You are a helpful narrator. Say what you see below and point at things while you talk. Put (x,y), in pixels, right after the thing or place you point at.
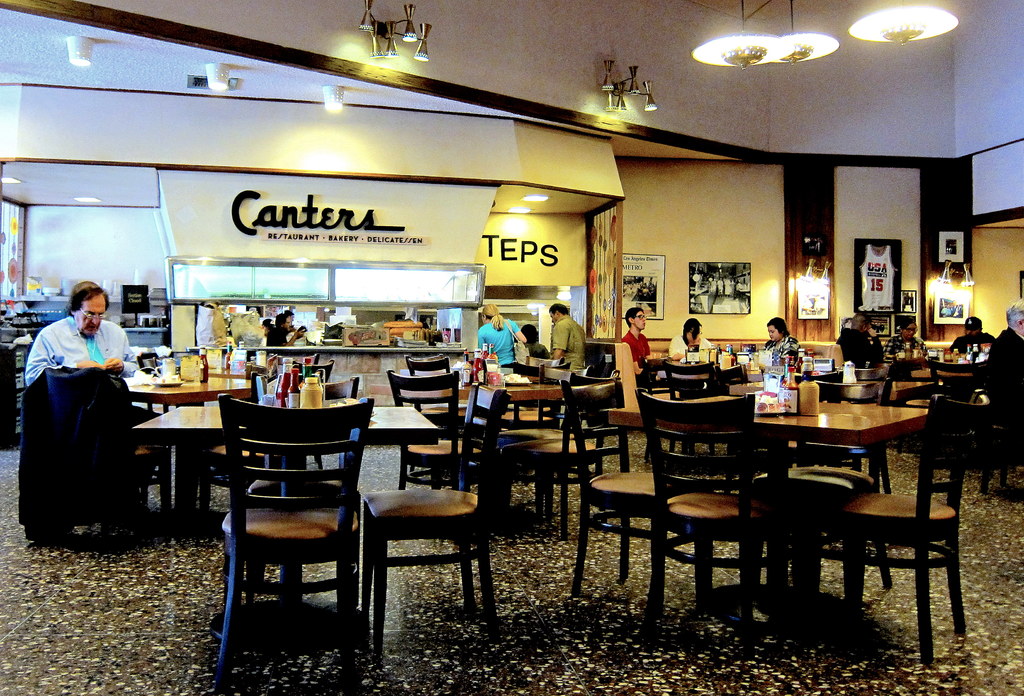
This is a picture taken in a restaurant (460,383), there are group of people (90,359) sitting on chairs (89,411) in front of these people (792,339) there is tables (774,417) on the tables (825,415) there are bottles (806,388), stand (780,402), cup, saucer (172,379) and a plate (512,378). behind the people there is a wall (701,223) with photos (722,275). On top (749,44) there are ceiling lights (785,38).
